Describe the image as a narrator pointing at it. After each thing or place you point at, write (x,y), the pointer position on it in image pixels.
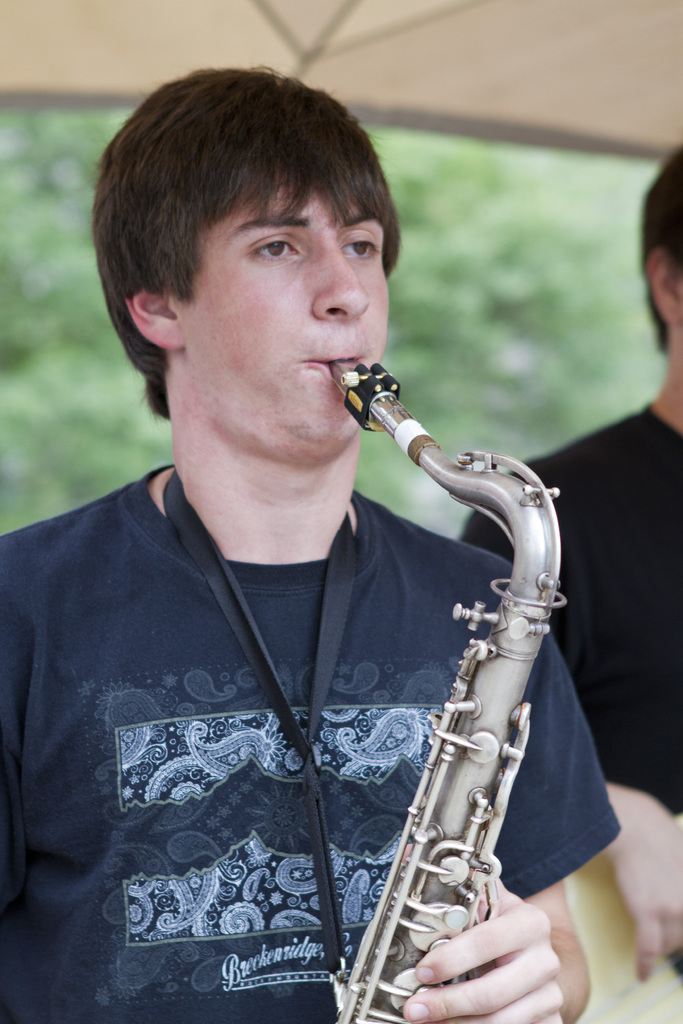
In this picture we can see a man (287,515) holding a musical instrument (442,818). Behind the man (193,504), there are trees (36,240). On the right side of the image (590,572), there is a person (625,618) standing. In the bottom right corner of the image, there is an object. At the top of the image (196,22), there is a roof (286,35).
